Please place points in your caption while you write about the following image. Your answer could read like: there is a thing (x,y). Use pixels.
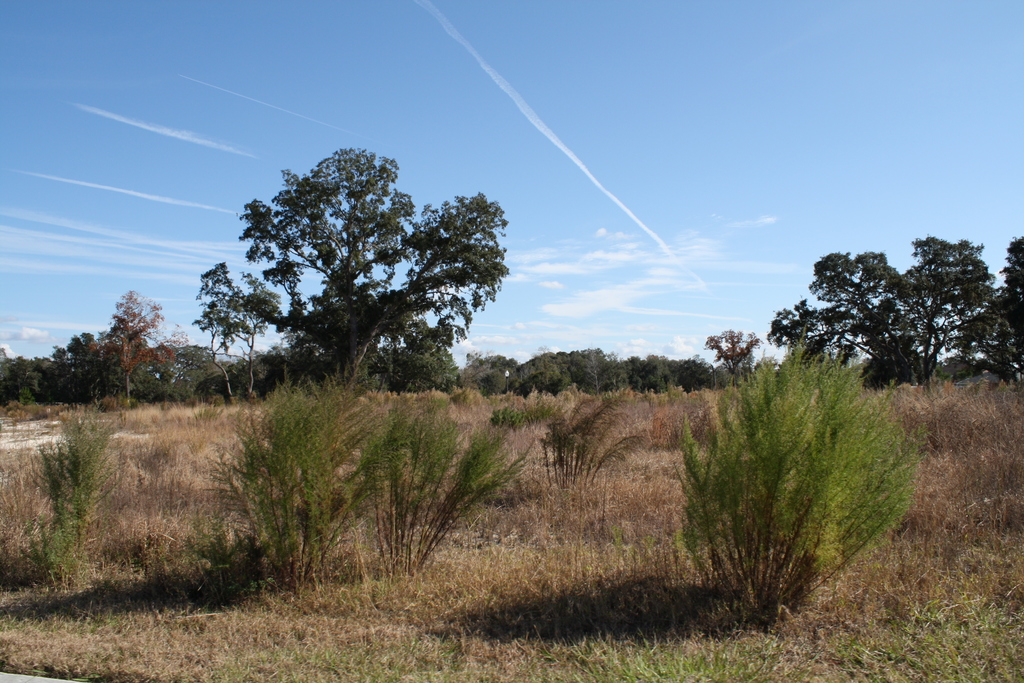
In this image I can see the plants (769,455) and trees (335,250) in green color, background (774,299) the sky (618,172) is in blue and white color.
